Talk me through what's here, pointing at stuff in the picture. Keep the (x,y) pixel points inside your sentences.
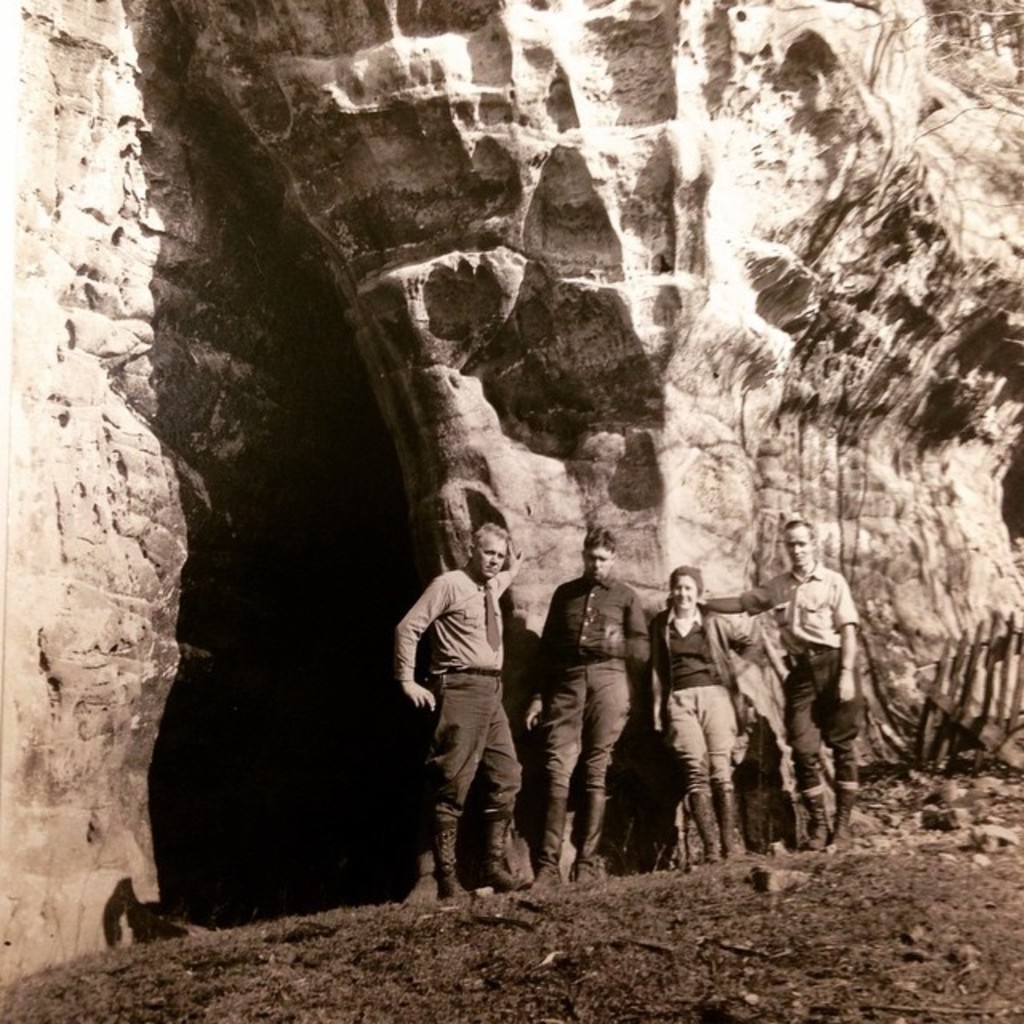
In the picture we can see a huge rock (131,185) shaped like a wall (254,285) and pillar (26,190) near to it, we can see four people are standing on the path (959,1011) and it is a black and white photography.
